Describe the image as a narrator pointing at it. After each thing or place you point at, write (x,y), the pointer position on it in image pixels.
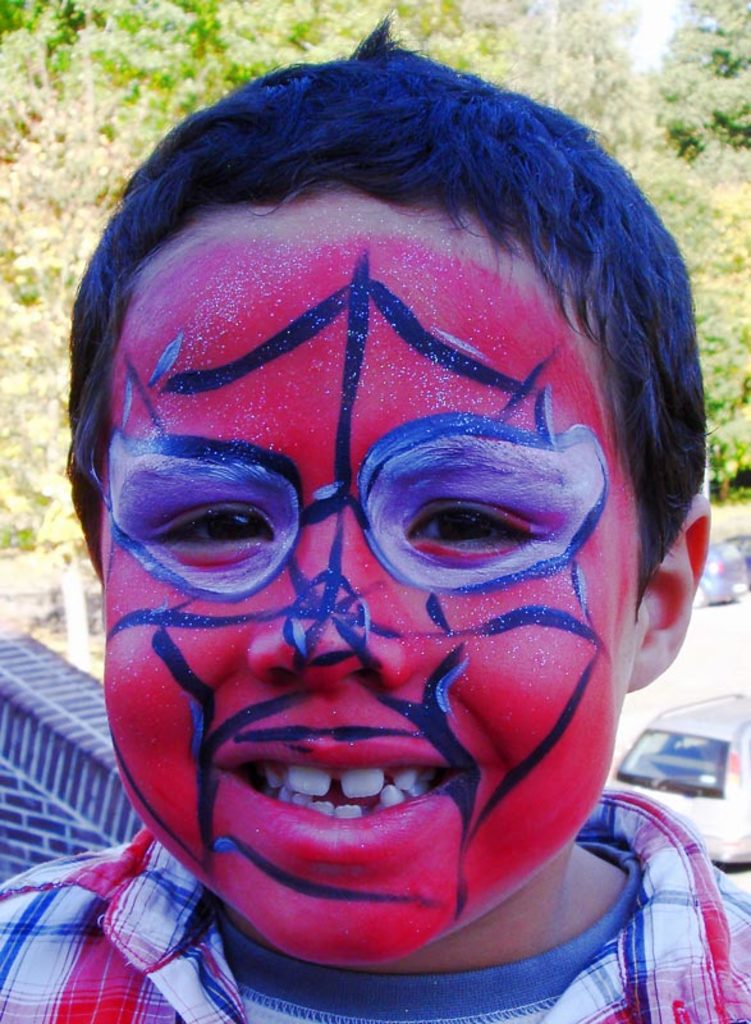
In the center of the image (312,500) a boy (314,627) is present. In the middle of the image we can see cars (721,698), road (717,654) are there. At the top of the image (187,81) trees (195,34) are present.
